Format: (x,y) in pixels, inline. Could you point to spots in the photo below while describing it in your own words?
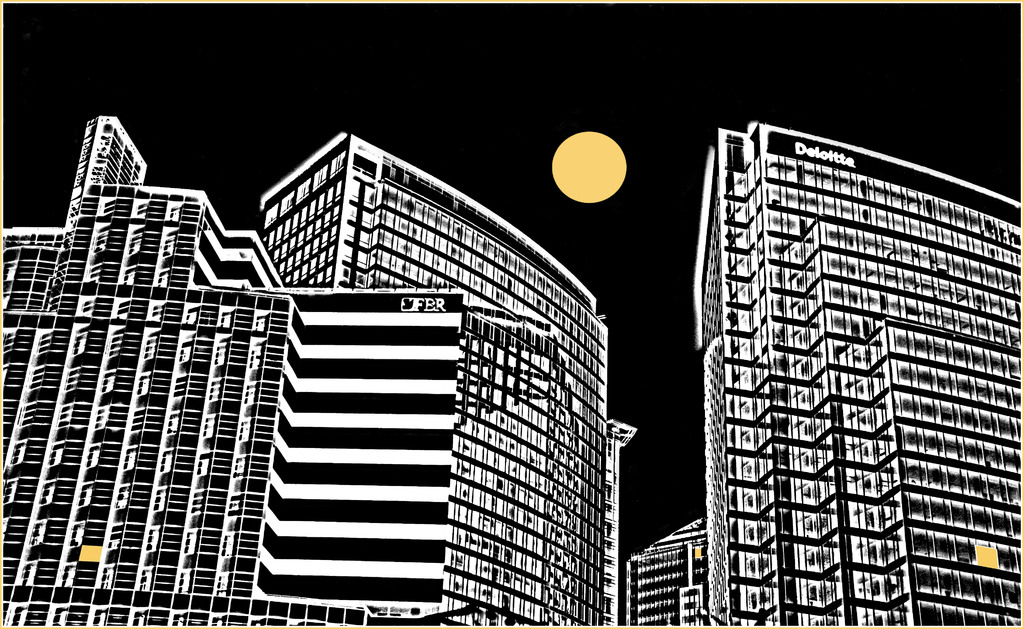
In this picture, we can see an edited image of a few buildings (794,307) with some text (829,149) on it, and we can see the moon (556,154).
